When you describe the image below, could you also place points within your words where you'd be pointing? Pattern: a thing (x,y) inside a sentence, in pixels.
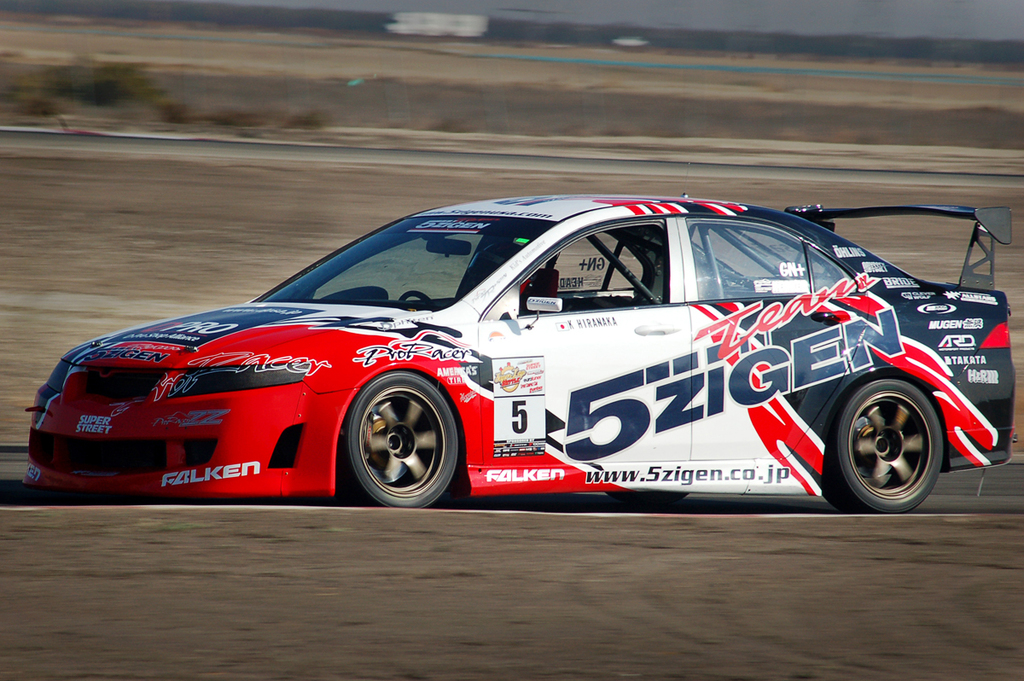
In the image in the center (523,347), we can see one sports car (416,416), which is in white and red color. And we can see something written on the car (478,436).
